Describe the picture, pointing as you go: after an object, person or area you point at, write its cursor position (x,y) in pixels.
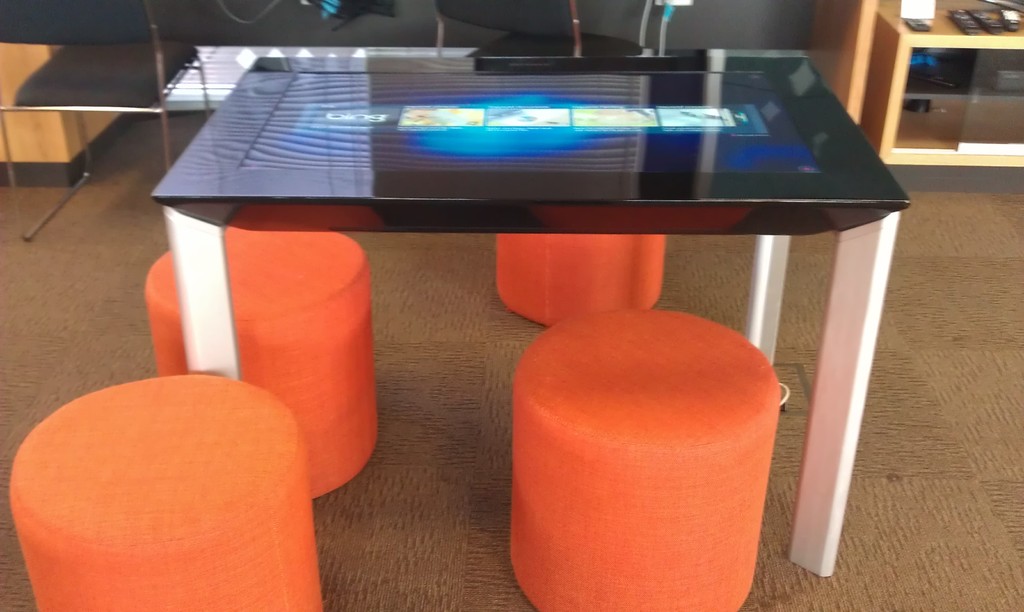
In this picture I can see a table (807,120) with a screen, there are stools (240,474), remotes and some other objects (916,39).
